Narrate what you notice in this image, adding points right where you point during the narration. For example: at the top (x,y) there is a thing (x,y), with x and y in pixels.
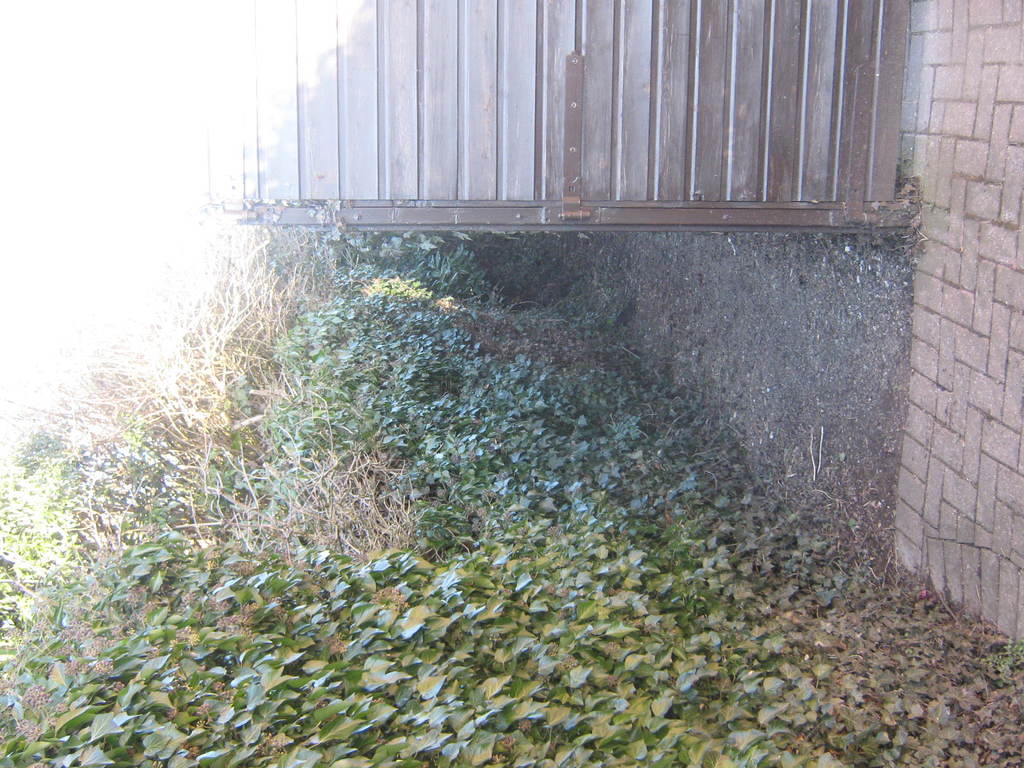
In this image there is a wall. Beside the wall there is the ground (853,499). There are plants (427,663), grass (270,319) and dried leaves (835,631) on the ground (478,568). At the top (459,126) there is a metal railing (635,105) to the wall (960,190).
